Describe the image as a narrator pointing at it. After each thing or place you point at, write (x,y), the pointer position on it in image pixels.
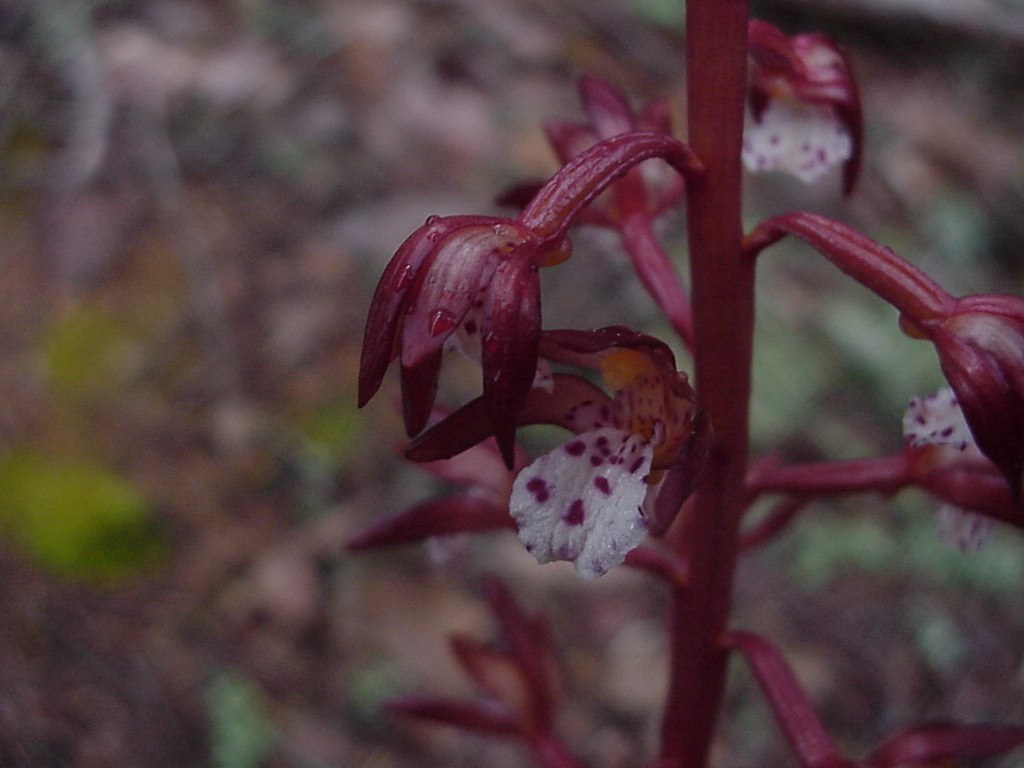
In this image we can see a stem (697,579) with flowers (657,399). In the background (315,544) it is blur.
